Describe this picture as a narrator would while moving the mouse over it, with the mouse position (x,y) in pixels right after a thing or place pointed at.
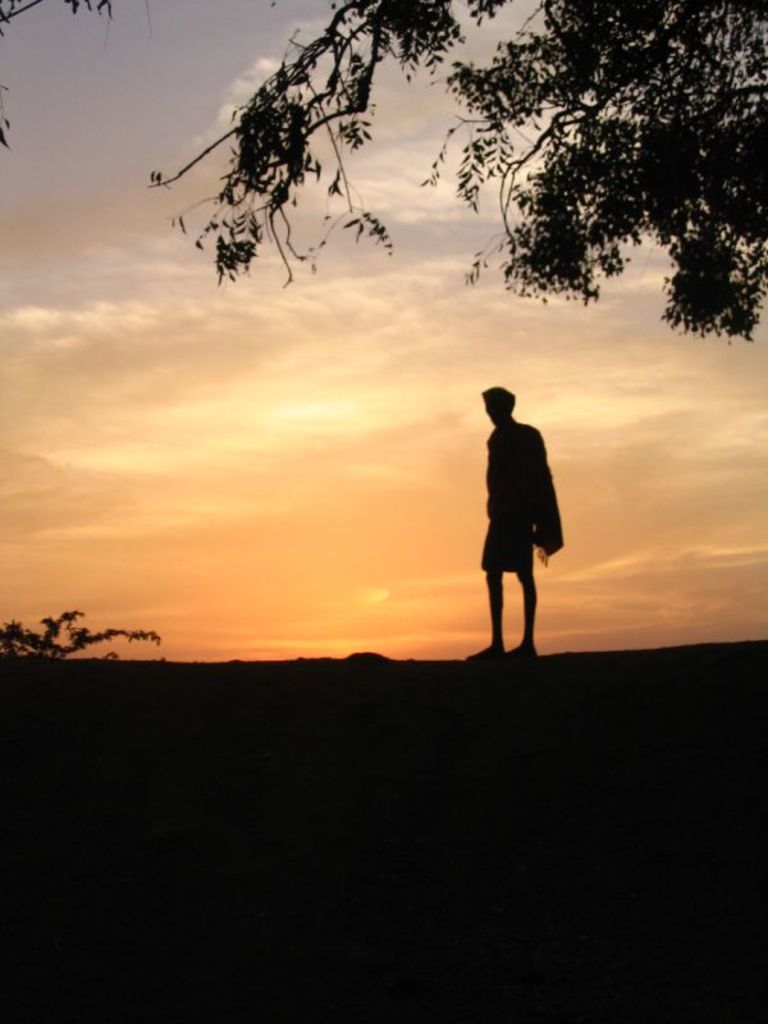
A man (487,561) is standing, there is tree (540,145) and a sky (239,454).
